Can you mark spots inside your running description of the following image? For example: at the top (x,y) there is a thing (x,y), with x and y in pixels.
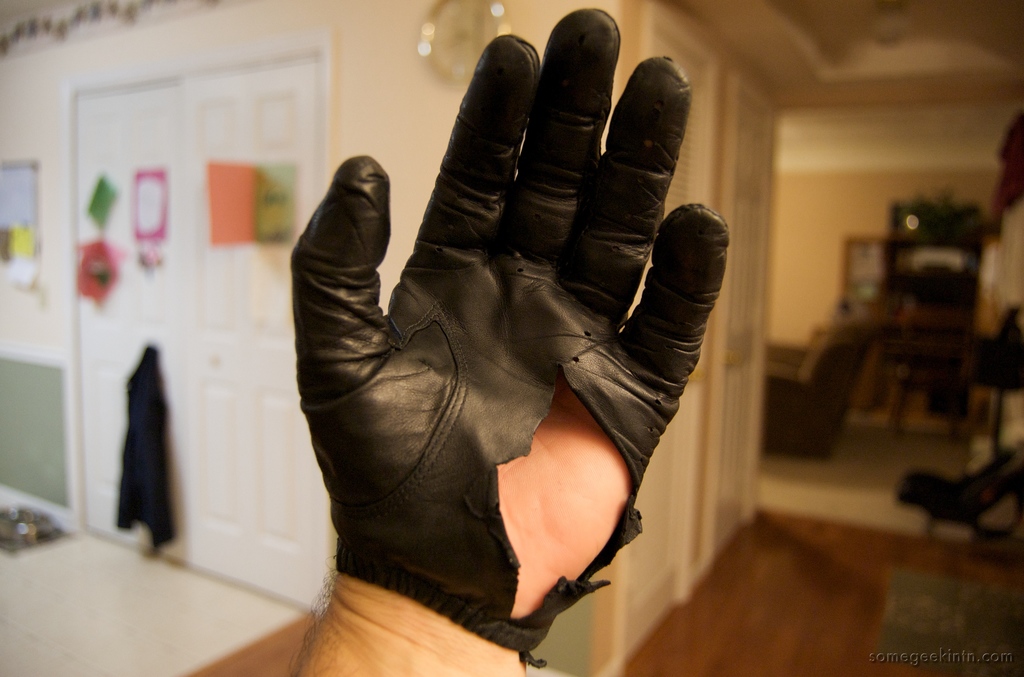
This picture is inside view of a room (726,132). In the center of the image (554,307) we can a person hand (556,289) and wearing a glove (503,425). In the background of the image (256,398) we can see doors (222,305), cloth (130,461), boards (263,173), clock (444,54), wall (422,66), couch (837,376), table (913,357), cupboards (906,279) are there. At the top of the image (857,44) roof (877,29) is there. At the bottom of the image (791,598) floor (772,599) is present.
